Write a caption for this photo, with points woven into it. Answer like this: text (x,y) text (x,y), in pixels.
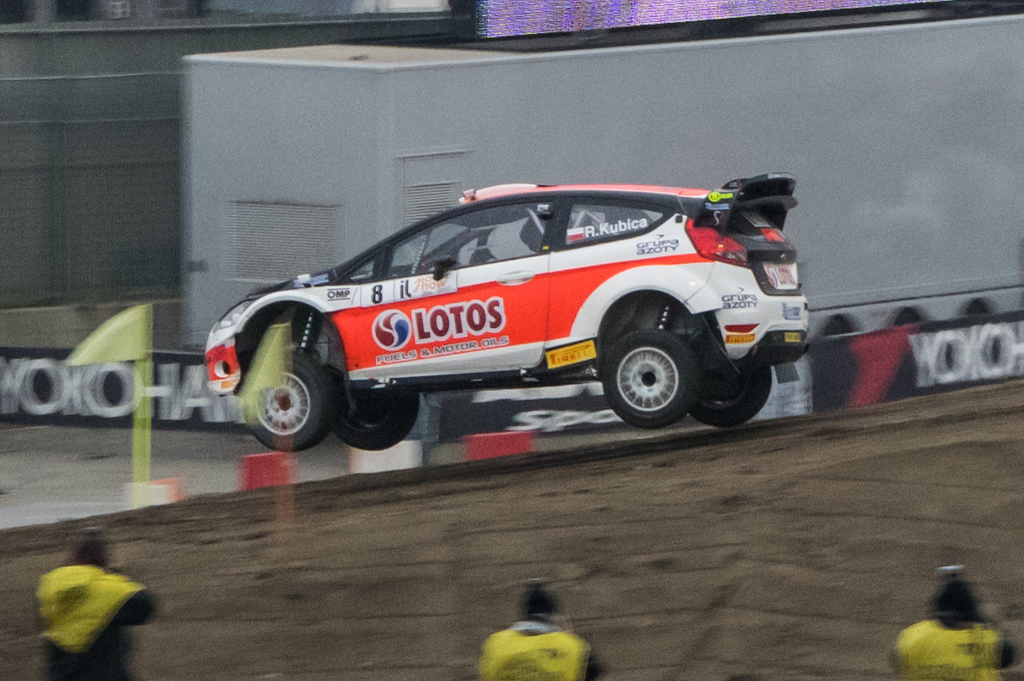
In this picture, we see a car (448,365). At the bottom (77,578), we see three people (78,678) are standing. In the middle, we see the soil (550,515). Beside the car (295,428), we see the flags (281,456). In the background (456,188), we see the buildings (569,140). On the right side (906,369), we see the board (860,346) in black color with some text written on it.
